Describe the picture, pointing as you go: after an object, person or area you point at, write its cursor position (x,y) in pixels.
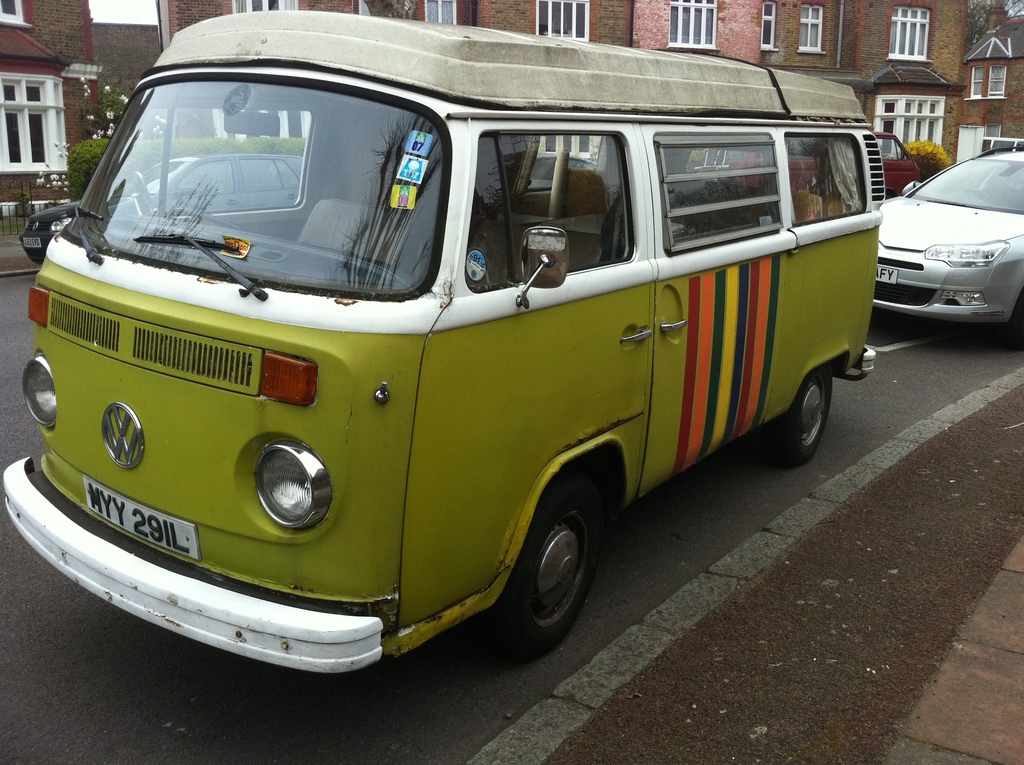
In this picture we can see few vehicles (698,318) on the road (691,487), in the background (958,57) we can see few trees (976,45), buildings (726,42) and fence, and also we can see flowers (64,145).
